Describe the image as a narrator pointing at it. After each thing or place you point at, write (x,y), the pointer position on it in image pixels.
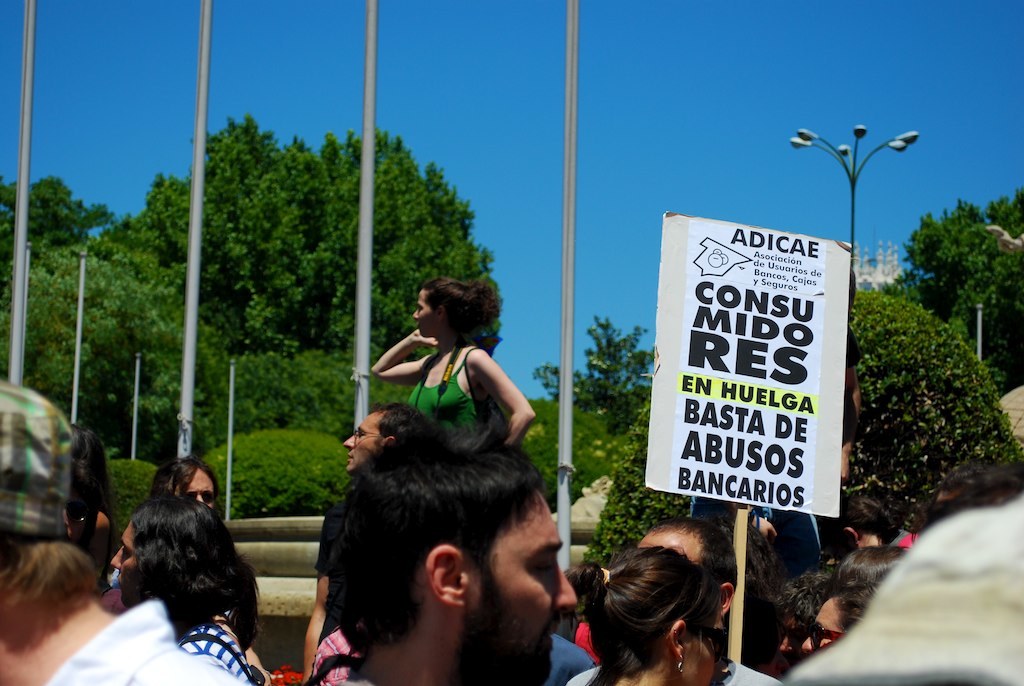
At the bottom of the picture (522,606), we see people (485,614) standing. Beside them, we see a white board (713,365) with some text (807,246) written on it. There are many trees (398,244) and poles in the background (367,404). We even see a street light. At the top of the picture (530,135), we see the sky (414,107).
